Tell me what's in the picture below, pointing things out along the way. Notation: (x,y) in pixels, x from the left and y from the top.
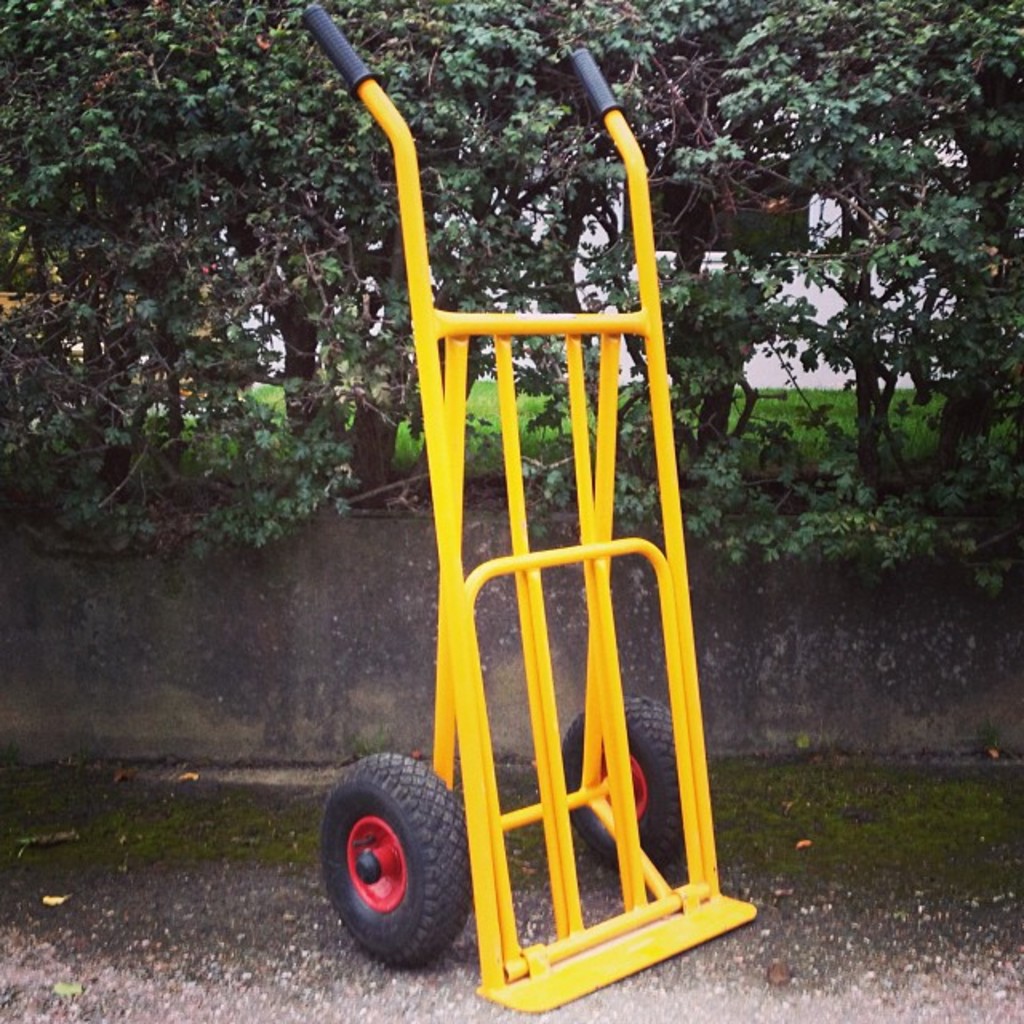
In this picture we can see a cart (445,584) on the ground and in the background (421,601) we can see a wall (414,605), trees (690,441), field (738,398), building (766,362).
